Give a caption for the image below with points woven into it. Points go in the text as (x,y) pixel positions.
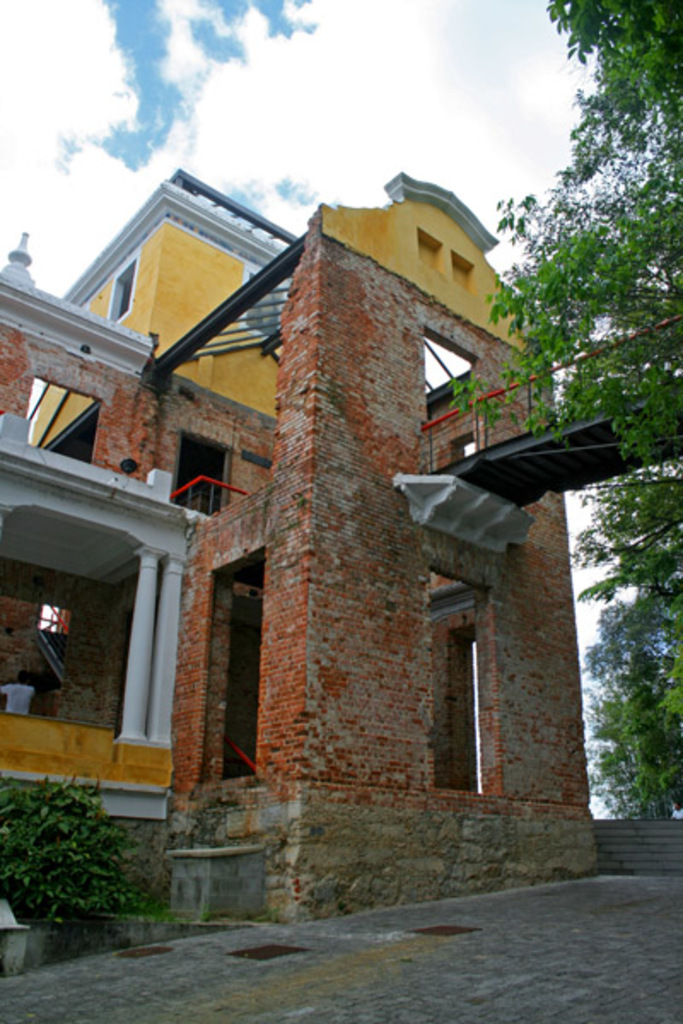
In this image in the middle (370,534) there is a house (330,510), pillars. On the right (602,646) there are trees (631,544). At the bottom (152,903) there are plants (62,903), floor (408,958). At the top (221,149) there are sky (239,140) and clouds (325,167).
